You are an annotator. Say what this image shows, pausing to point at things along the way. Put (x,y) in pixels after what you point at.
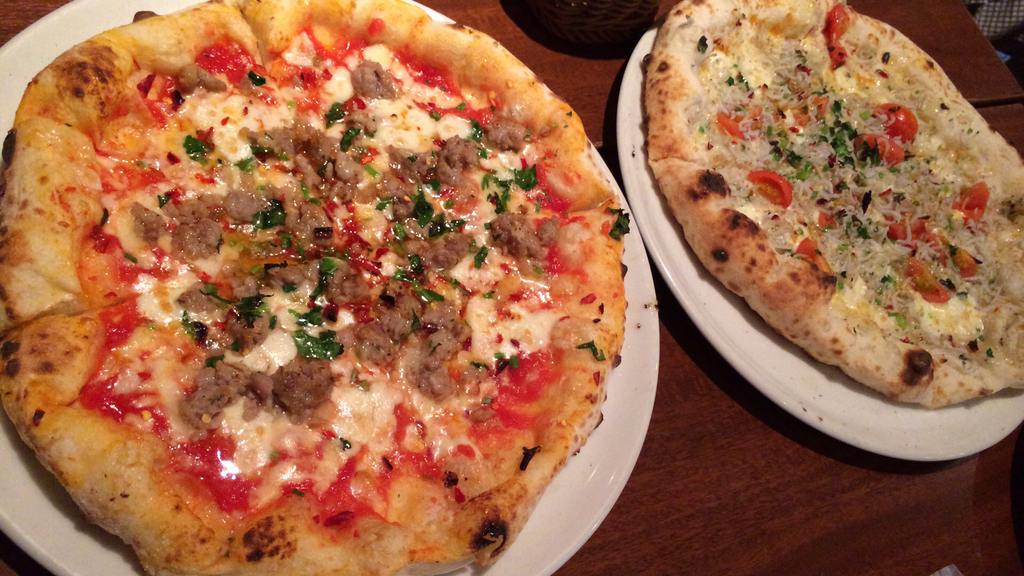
In this image I see 2 white plates (11,107) on which there are pizzas (721,252) and I see that these 2 plates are on the brown color surface (617,62) and I see a thing (612,32) over here.
